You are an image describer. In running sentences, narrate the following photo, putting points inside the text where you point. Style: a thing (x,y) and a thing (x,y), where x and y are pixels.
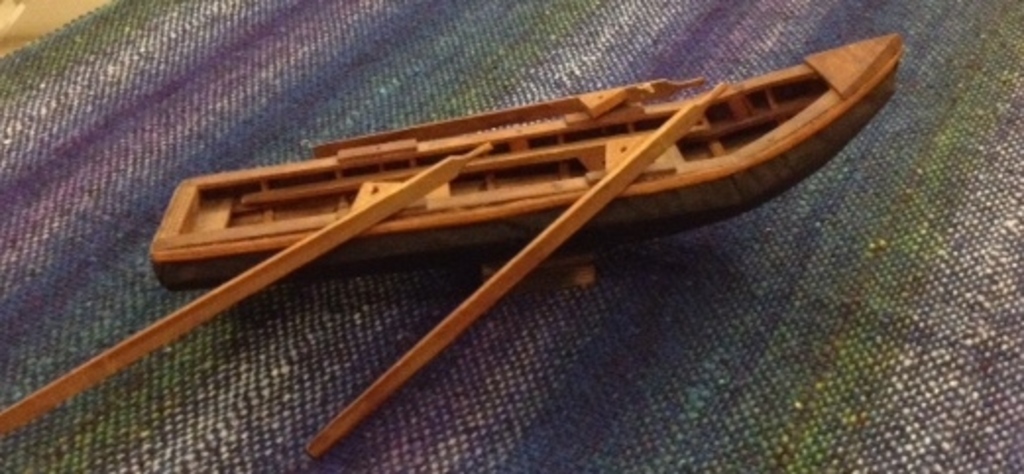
In the picture there is a toy (373,233) of a boat (708,144) with the two oars (528,250) present on it which is present on the blanket (117,285).
